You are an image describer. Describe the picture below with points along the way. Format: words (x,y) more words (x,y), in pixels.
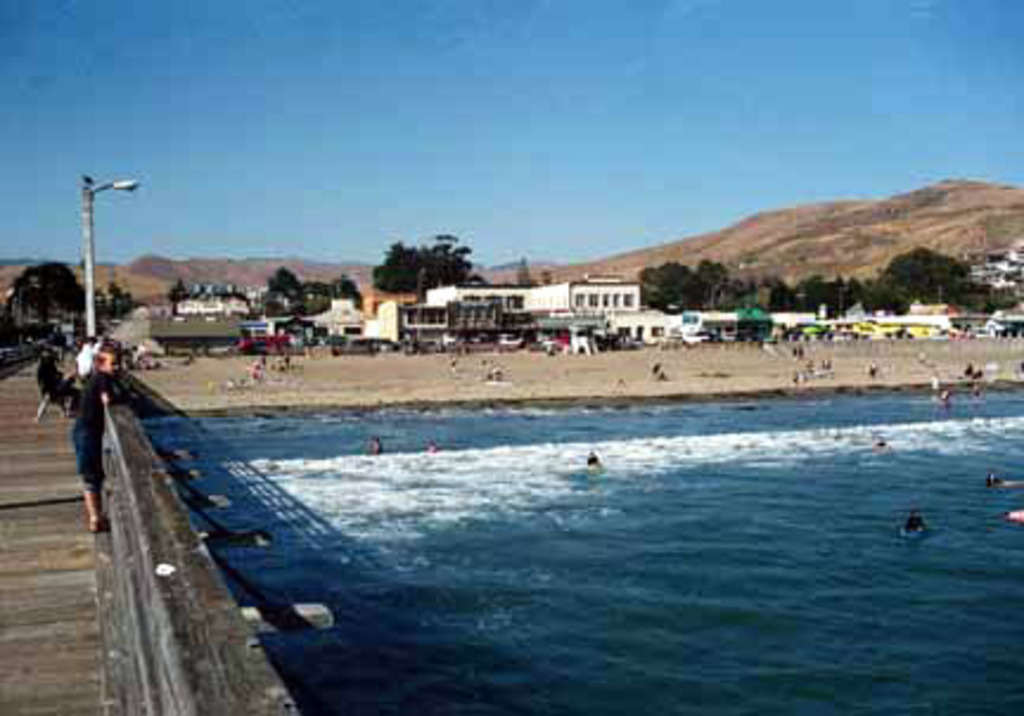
In this picture we can see some people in water (665,596), some people (93,502) on the ground (982,344), buildings (948,323), trees (305,303), mountains (951,214) and in the background (152,223) we can see the sky (450,186).
